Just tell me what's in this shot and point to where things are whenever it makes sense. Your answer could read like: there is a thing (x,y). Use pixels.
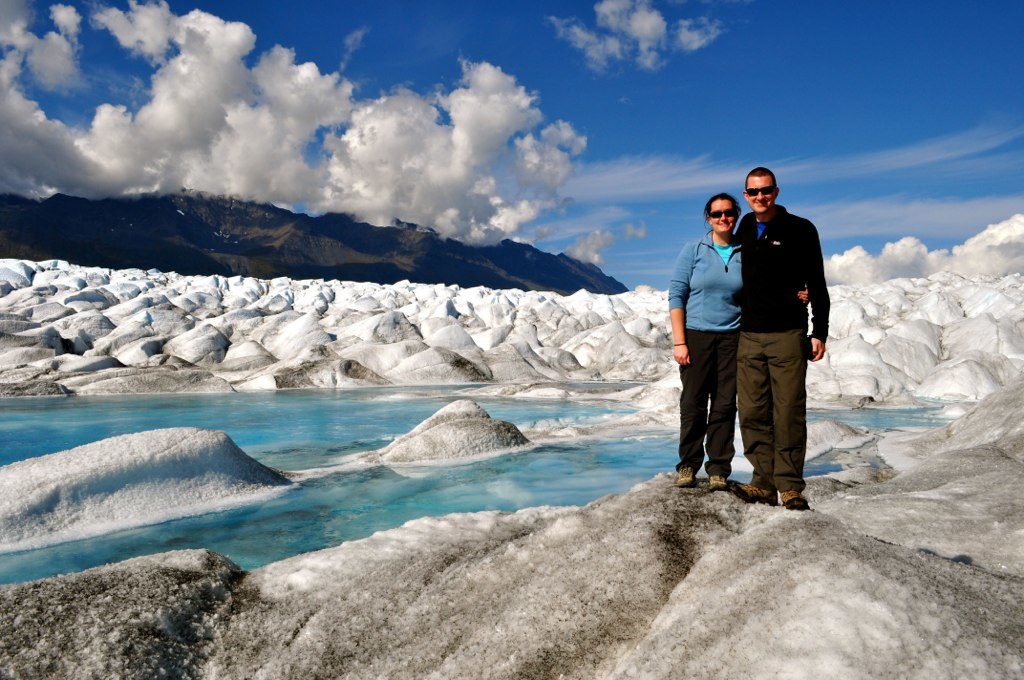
In this picture I can see a woman (727,221) and a man (742,225) on the right side (759,386). In the middle (501,391) there is the water (298,507) and the snow (292,349), in the background (359,263) there are hills (396,244). at the top (510,132) there is the sky (543,112).
